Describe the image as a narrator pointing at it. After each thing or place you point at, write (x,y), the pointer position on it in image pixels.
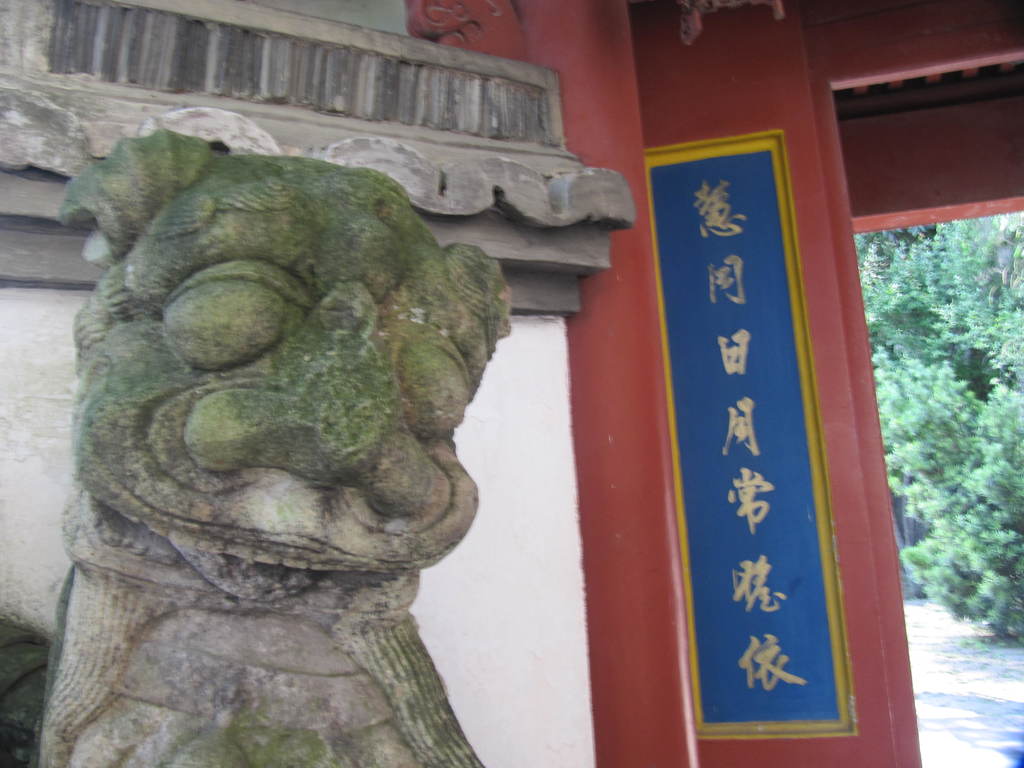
In the image we can see a sculpture (264,517) made up of stones (308,611). This is a poster (730,605), footpath (1007,691) and trees (974,435).
